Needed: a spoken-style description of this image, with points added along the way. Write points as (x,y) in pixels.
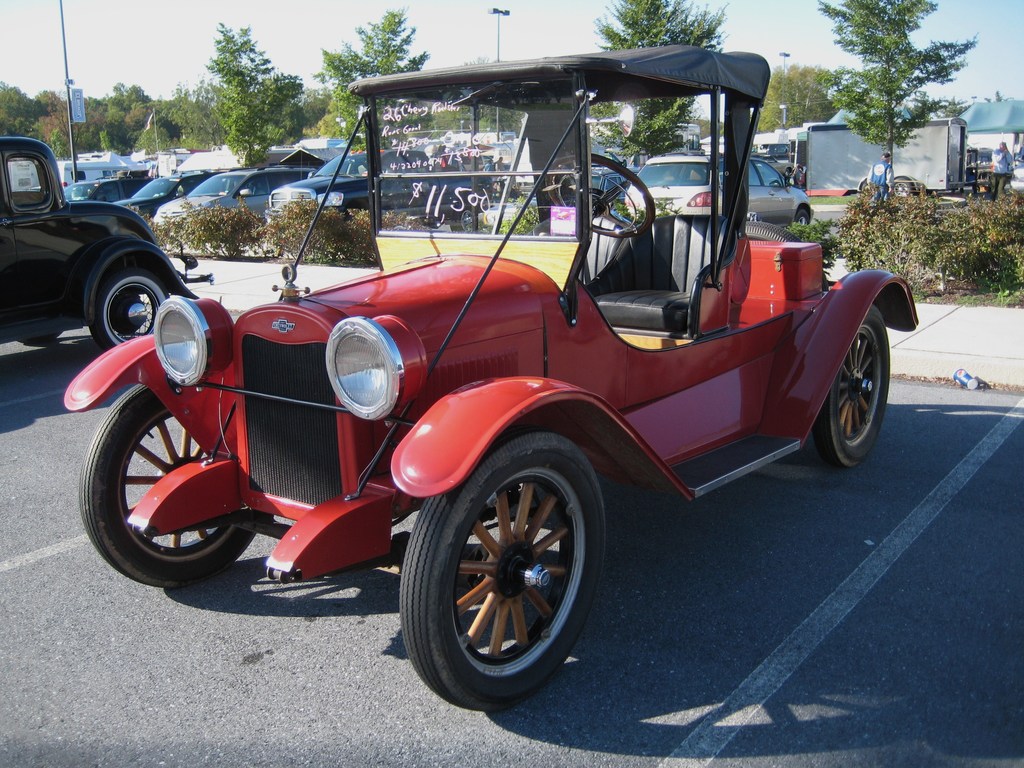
There is a red color car (441,393). On the glass (432,192) of the car (462,170) something is written. In the back (302,134) there are many vehicles (344,186), plants (216,221) and trees (228,38). In the background (589,31) there is sky (477,46).
